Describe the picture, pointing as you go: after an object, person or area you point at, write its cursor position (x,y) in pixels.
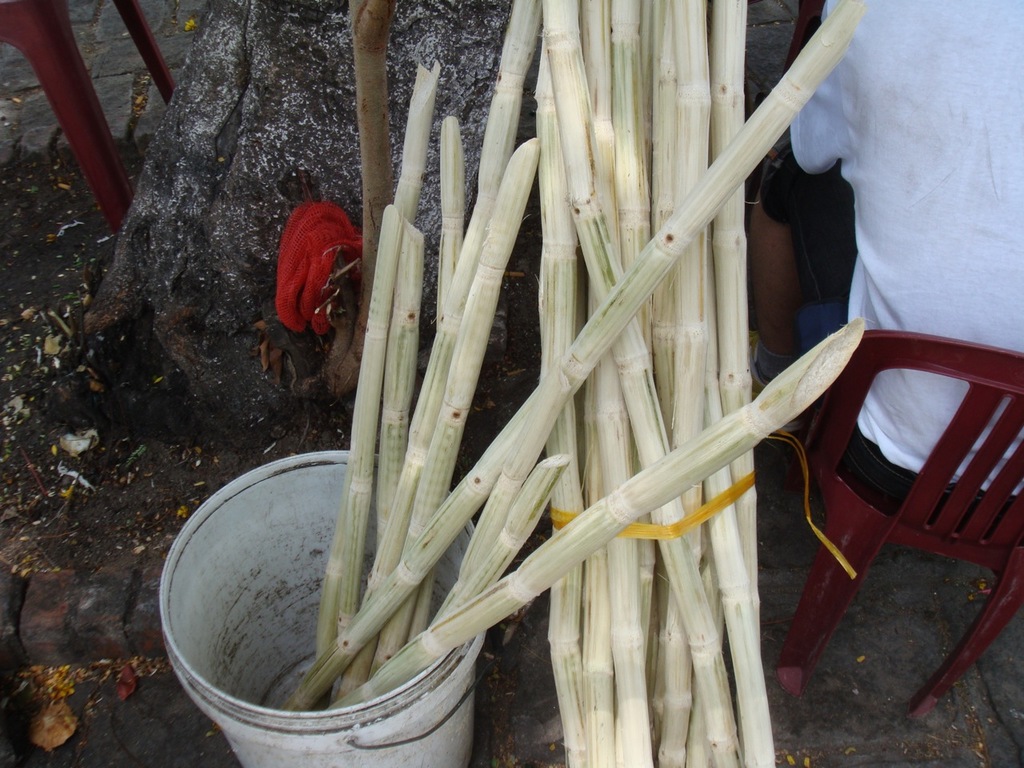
In the center of the image (514,433) there are sugar canes (395,486). There is a bucket (445,702). To the right side of the image (828,304) there is a person (966,283) sitting on chair (827,621). In the background of the image (263,285) there is tree trunk (177,287). At the bottom of the image (91,695) there is floor (107,705).
